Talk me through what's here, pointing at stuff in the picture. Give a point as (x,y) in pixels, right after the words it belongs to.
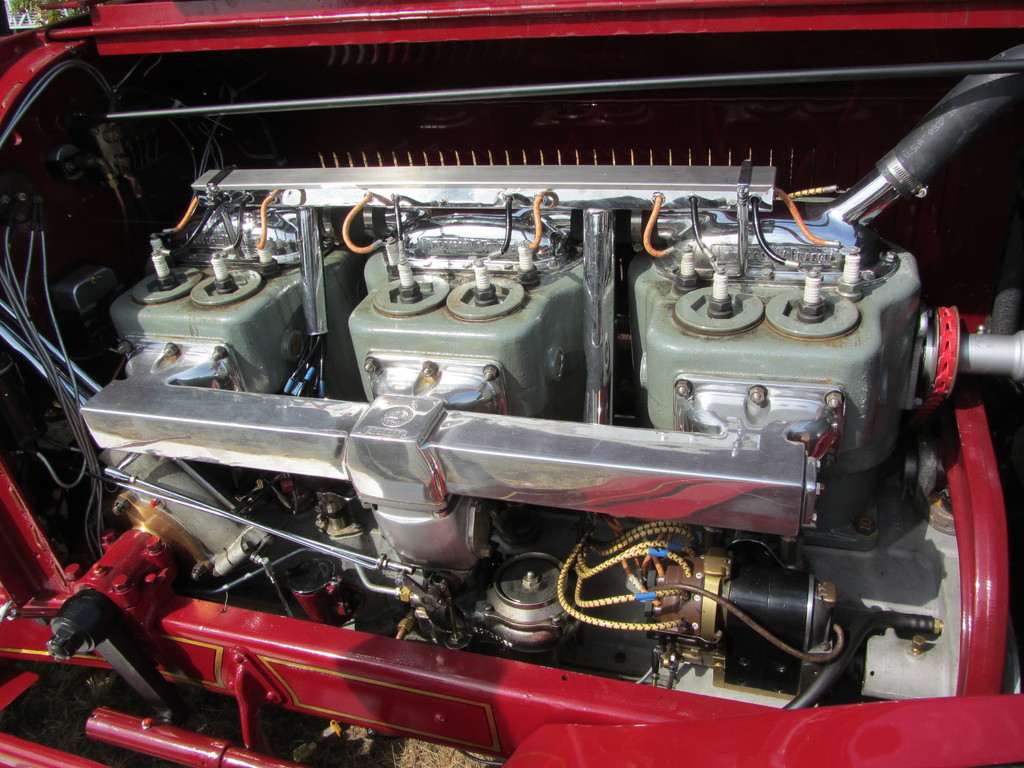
This is a picture of the internal parts (333,326) of the car (526,304).
